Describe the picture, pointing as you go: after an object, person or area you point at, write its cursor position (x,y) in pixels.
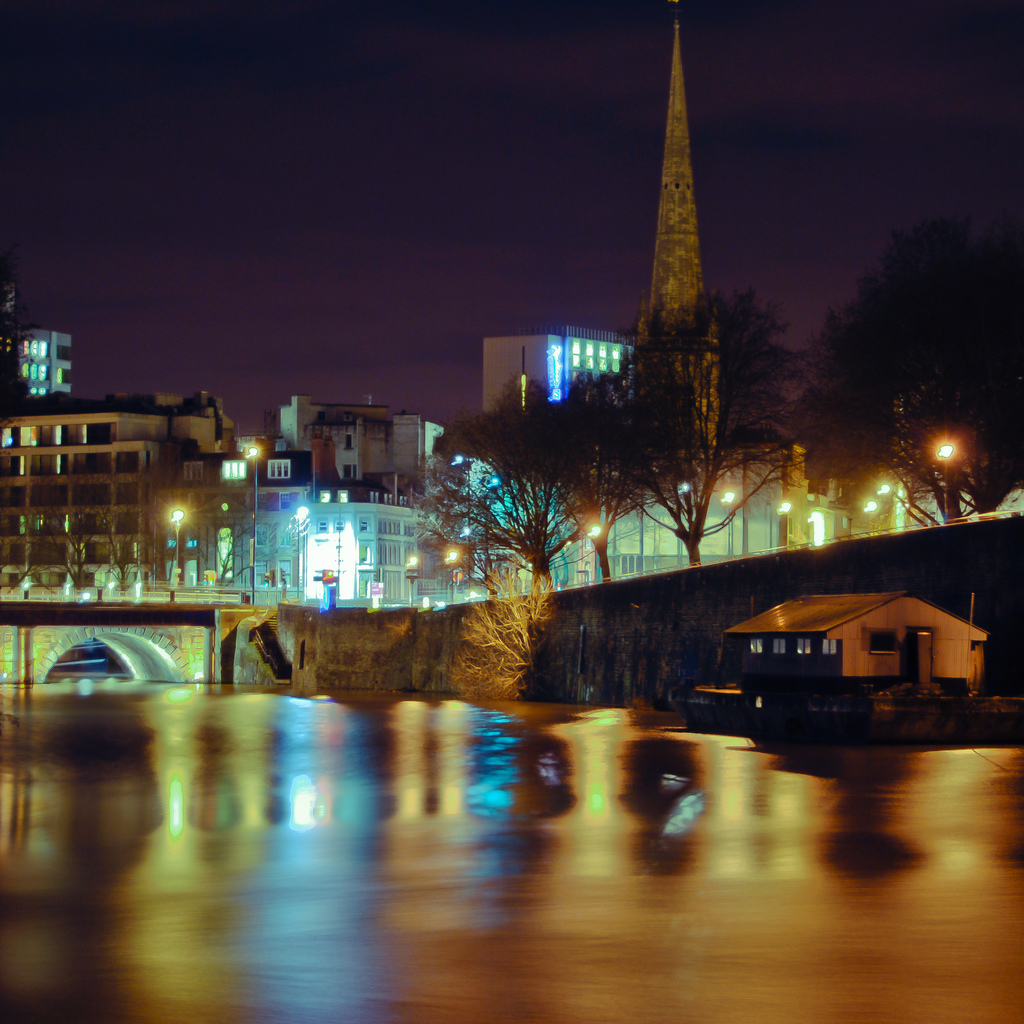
In this picture there are buildings (130,452) and trees (887,308). In the foreground (820,643) there are street lights (945,481) on the bridge (44,643) and there is a house (850,629). At the top (248,248) there is sky (314,225). At the bottom (717,902) it looks like water (622,909).
